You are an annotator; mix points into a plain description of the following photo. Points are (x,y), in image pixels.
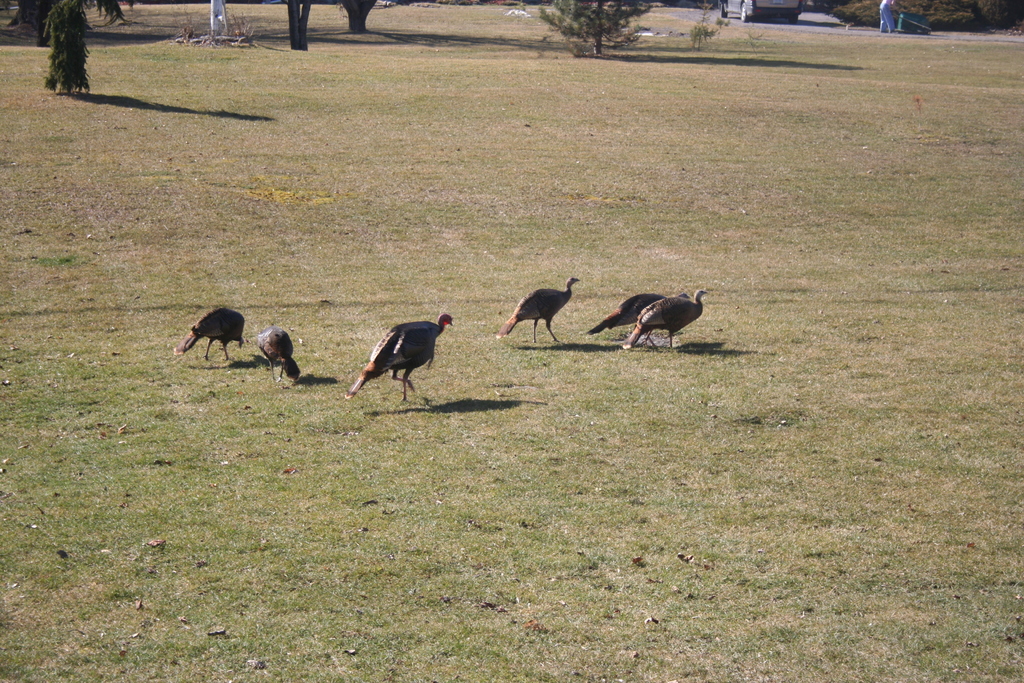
In this picture, these look like birds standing on the grass field (272,419) surrounded by trees (83,86).
